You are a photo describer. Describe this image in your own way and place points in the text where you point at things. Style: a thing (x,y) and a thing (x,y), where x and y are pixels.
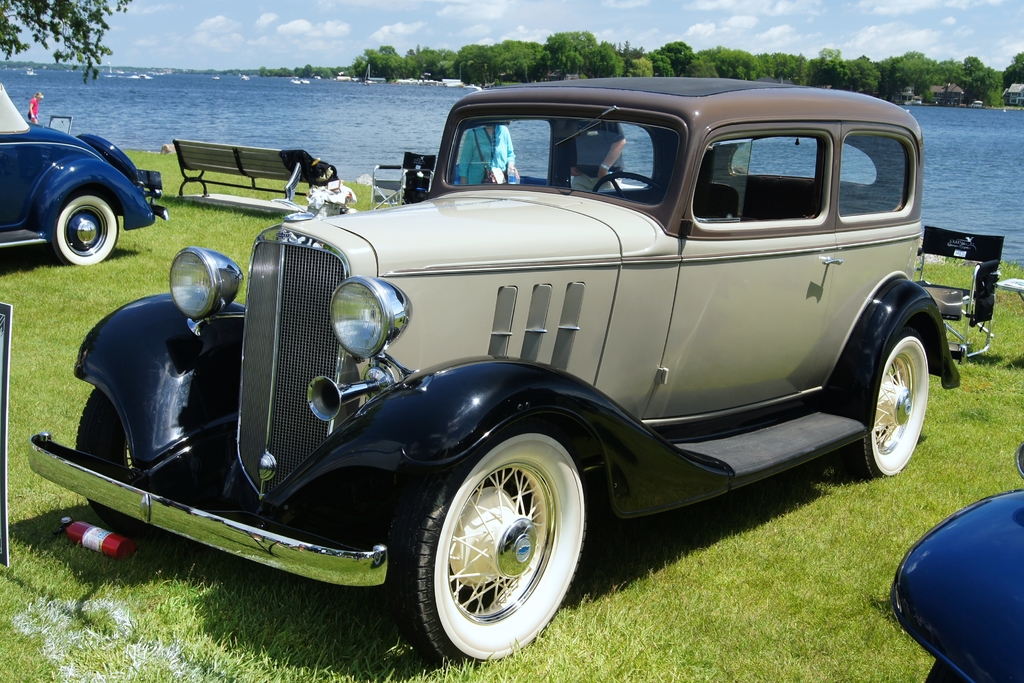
In the center of the image (465,397) there are vehicles (560,494). In the background (200,179) there are benches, trees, river (536,128) and sky (545,38). At the bottom (630,637) there is grass (220,632).
